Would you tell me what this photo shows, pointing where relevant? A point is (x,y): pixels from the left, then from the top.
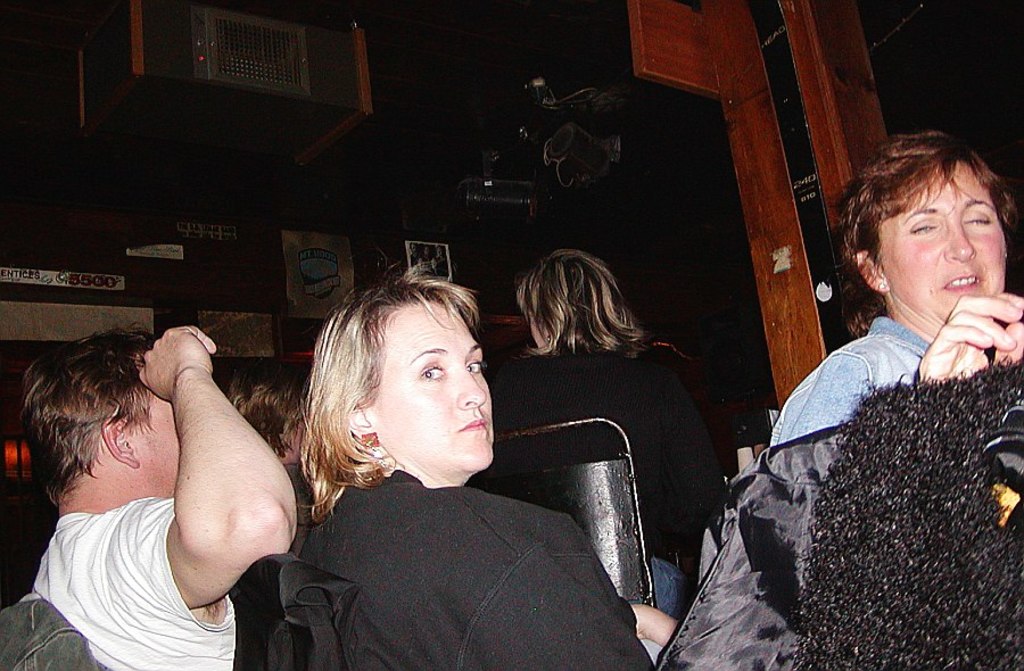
There is a group of persons (374,453) sitting on the chairs (638,563) as we can see at the bottom of this image (227,523), and there is a wall (457,268) in the background (470,267). There are some posters (204,318) attached to it. There is a wooden pillar (745,146) on the right side of this image (820,148).
